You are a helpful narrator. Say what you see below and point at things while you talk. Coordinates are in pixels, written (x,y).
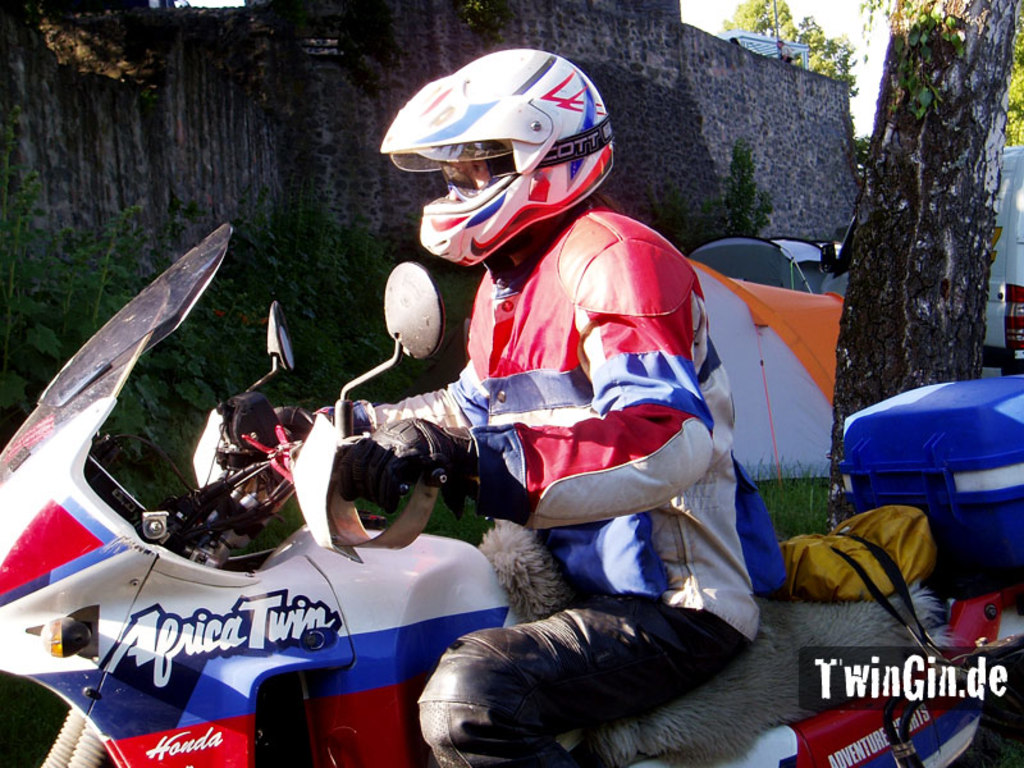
In this image in the center (600,494) there is one person (556,534) who is sitting on a bike (416,526), and he is wearing a helmet (513,232). And in the background (698,141) there are some trees (978,278), wall (46,125), plants (72,274) and vehicles (997,279) and some other objects (722,352).
